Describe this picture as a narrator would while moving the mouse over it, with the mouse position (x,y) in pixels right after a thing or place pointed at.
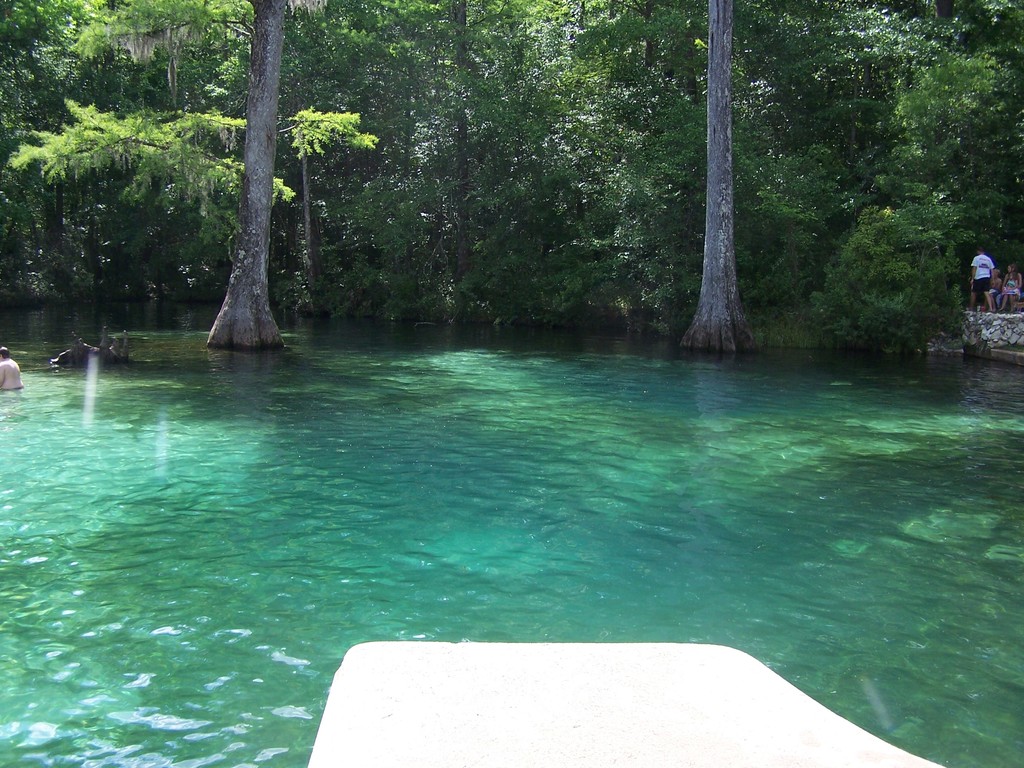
In this image on the water body (263,475) a person (7,367) is swimming. In the background (835,311) there are trees (855,236) and few people (997,291).
